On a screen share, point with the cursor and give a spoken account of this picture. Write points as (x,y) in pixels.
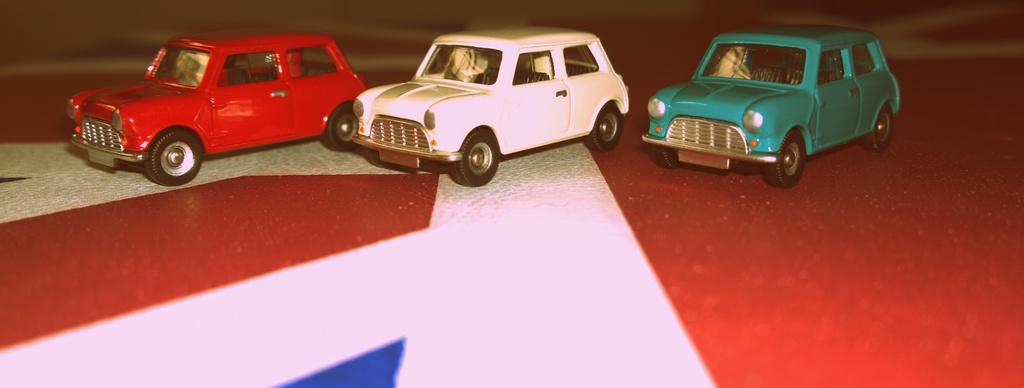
In this picture we can see three toy cars (282,104), a car (298,88) on the left side (223,108) is of red color, a car (533,106) in the middle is of white color, it looks like a green color car (775,99) on the right side (809,98), there is a blurry background.
